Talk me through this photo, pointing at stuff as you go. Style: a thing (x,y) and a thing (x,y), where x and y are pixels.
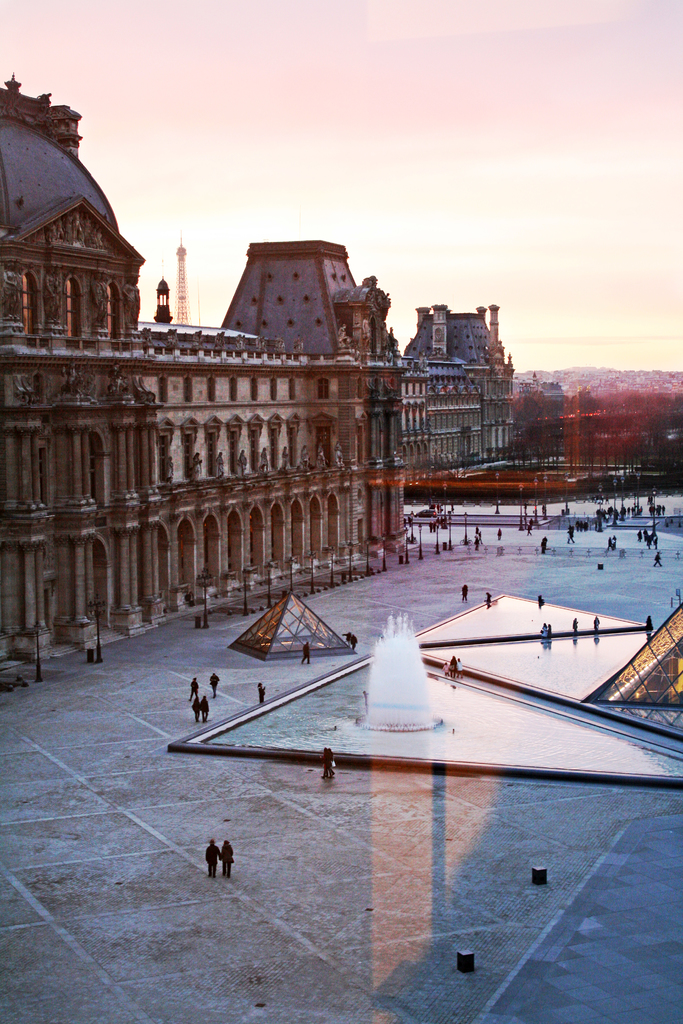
In this some buildings (319,350) on the left side of the image (169,415) I can see a pyramid like structure (259,632) in front of the building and some designed construction (514,710) with a fountain (411,704) in the center (399,663). I can see some people (543,549) before the building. At the top of the image (375,151) I can see the sky (410,132).
